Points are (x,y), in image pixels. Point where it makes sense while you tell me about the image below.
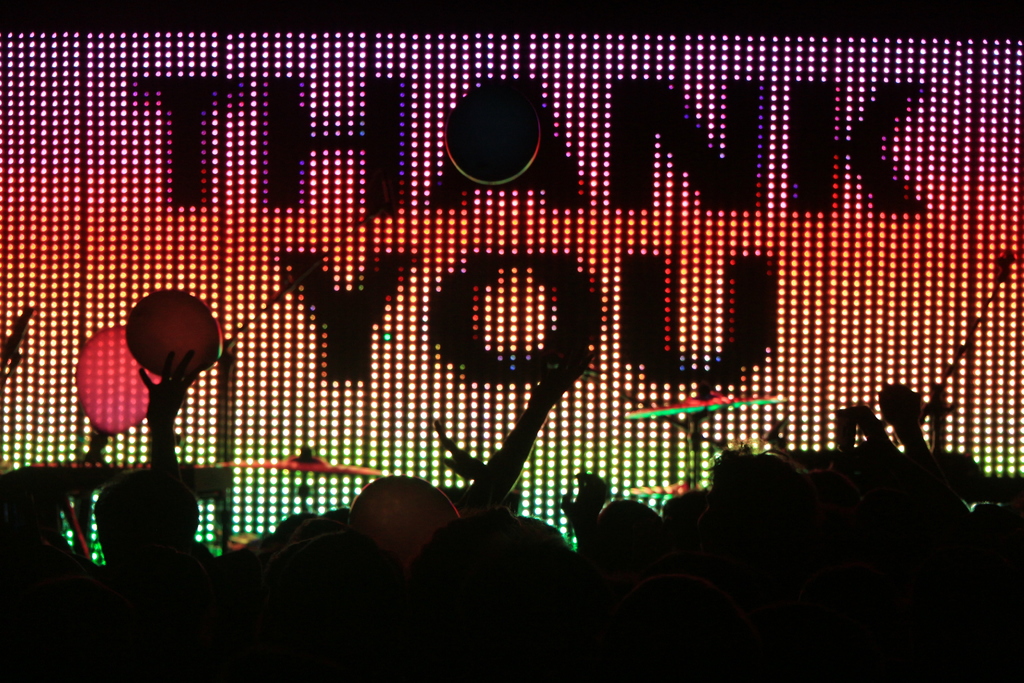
In this image I can see the dark picture in which I can see few persons (588,498), few microphones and few musical instruments (255,464). In the background (298,442) I can see the LED display (602,264) which is black, red, pink, orange and green in color.
